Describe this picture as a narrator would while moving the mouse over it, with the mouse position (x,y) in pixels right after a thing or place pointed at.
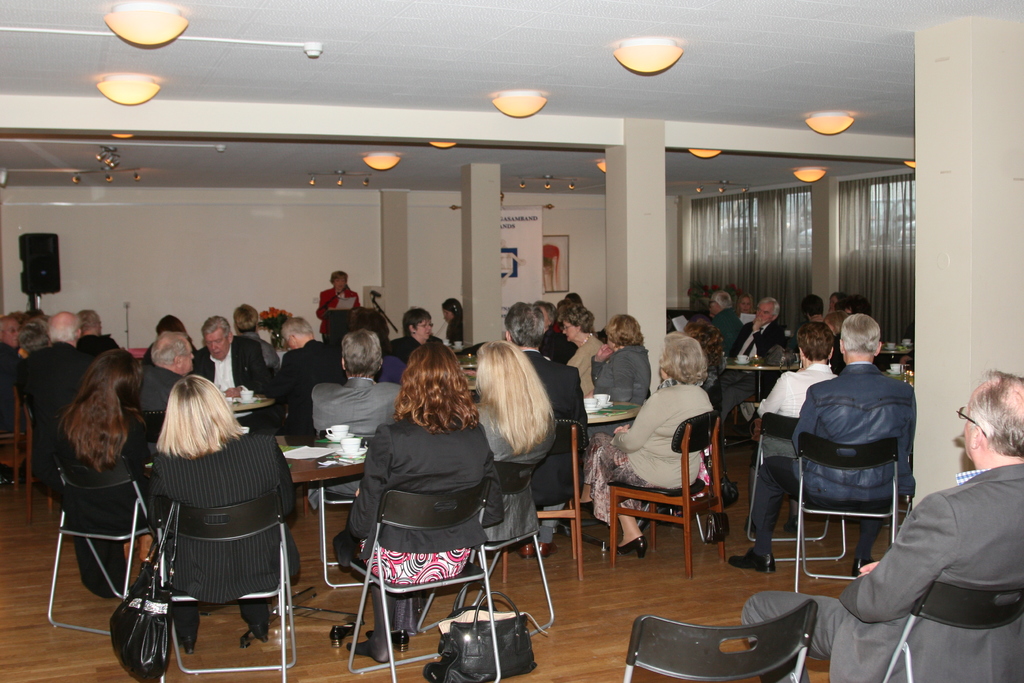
There are many people (618,426) sitting on the chairs (422,523). And to the left corner (48,278) there is a speaker (32,267). And in front of the people (338,371) there is a lady (328,300) standing in front of the podium (340,321). And there are three pillars (462,243). And there are some curtains (800,250). And on the top (633,59) there are light (524,109).
